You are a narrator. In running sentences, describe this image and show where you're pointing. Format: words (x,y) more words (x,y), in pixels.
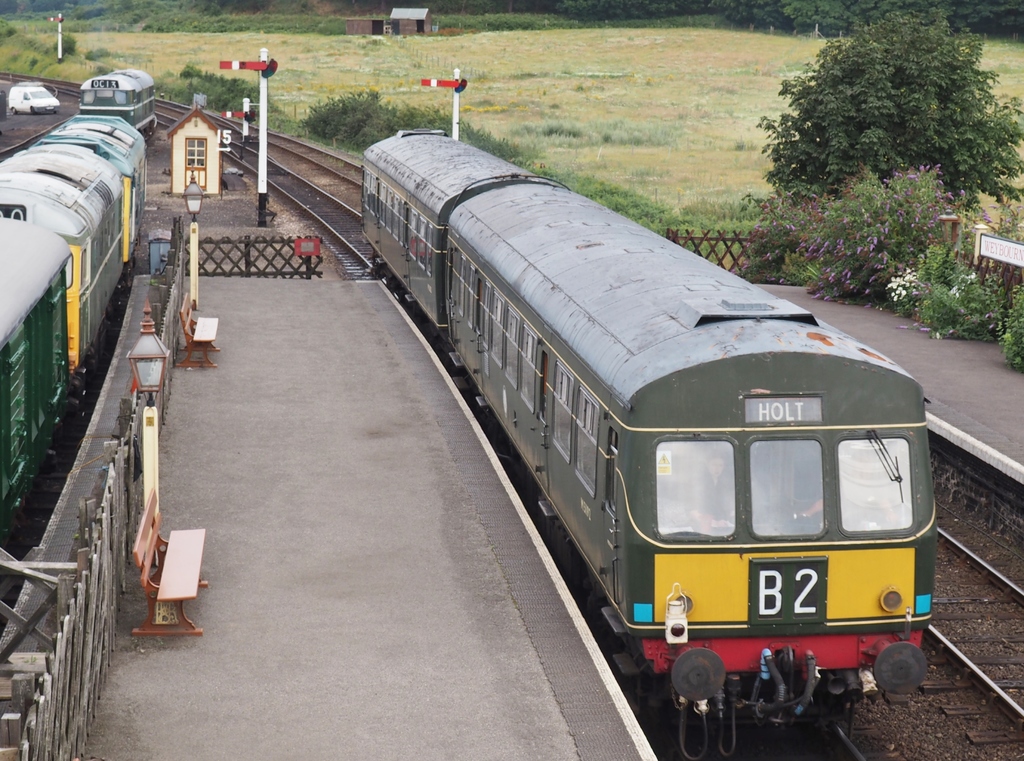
In this image, we can see some trains (884,579) and tracks (963,556). We can also see some poles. Among them, we can see some poles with lights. We can see the fence (217,245) and some benches (167,571). We can also see some houses (211,181). We can see the ground (713,173) covered with grass (687,149), plants (811,190) and trees (875,33). We can also see some boards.
